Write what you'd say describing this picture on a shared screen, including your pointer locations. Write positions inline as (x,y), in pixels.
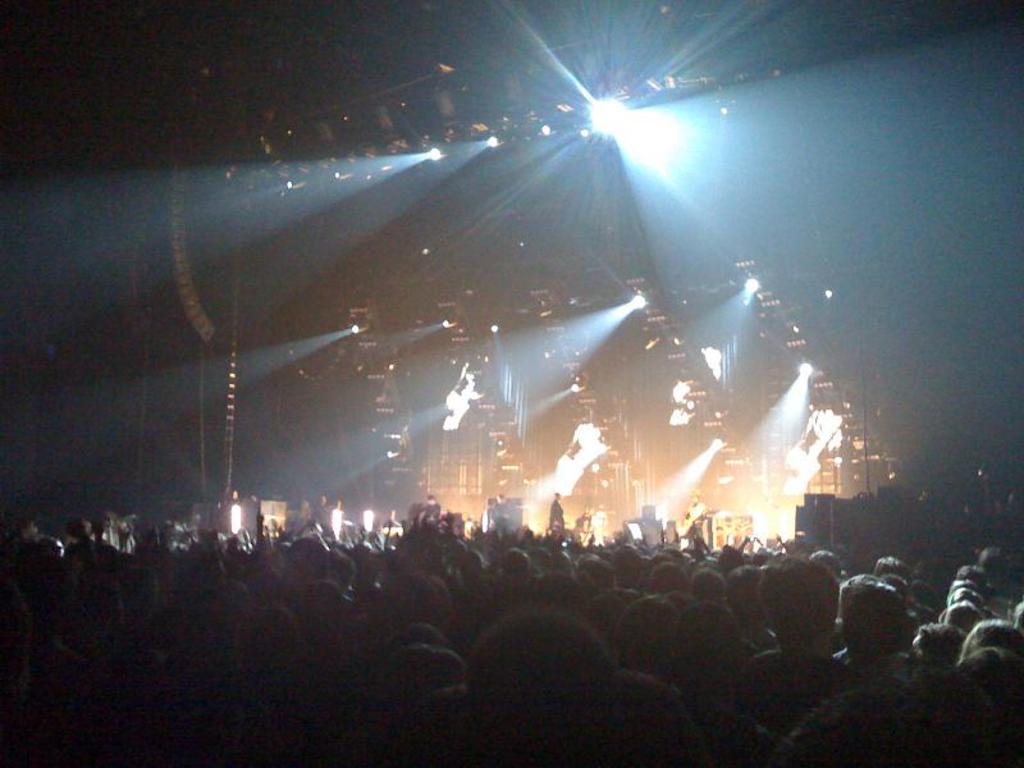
As we can see in the image there are many people (477,595) and there are lights (653,178).
